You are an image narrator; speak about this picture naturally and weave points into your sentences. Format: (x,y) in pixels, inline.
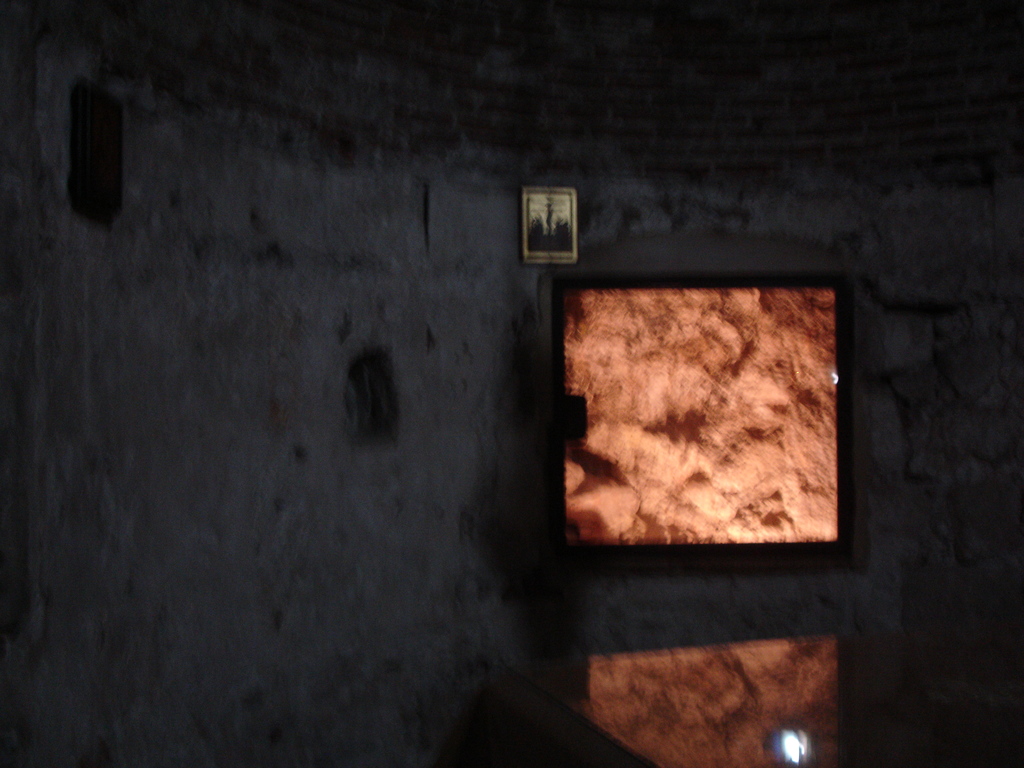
This picture is blur, in this picture we can see frame (557,221) on the wall (389,261) and objects (716,351).
